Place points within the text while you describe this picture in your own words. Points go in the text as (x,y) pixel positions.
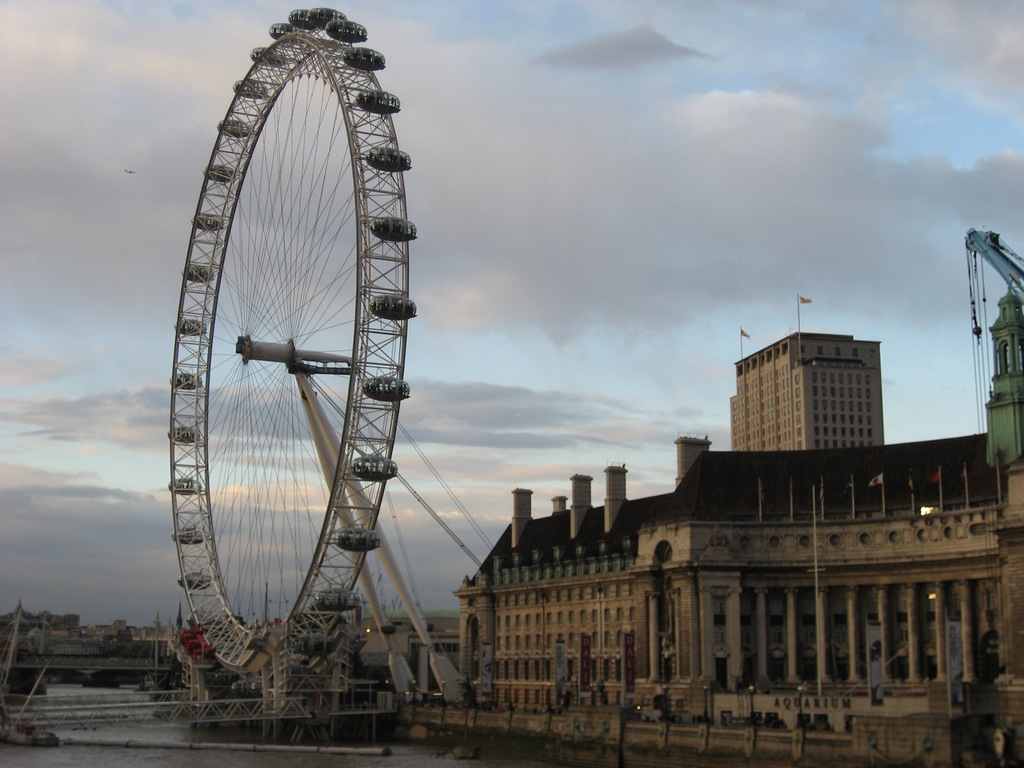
In the picture we can see London eye (184,564), there is road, water (78,761) and on right side of the picture (823,547) there are some buildings (819,395) and top of the picture (743,172) there is cloudy sky (244,189).
